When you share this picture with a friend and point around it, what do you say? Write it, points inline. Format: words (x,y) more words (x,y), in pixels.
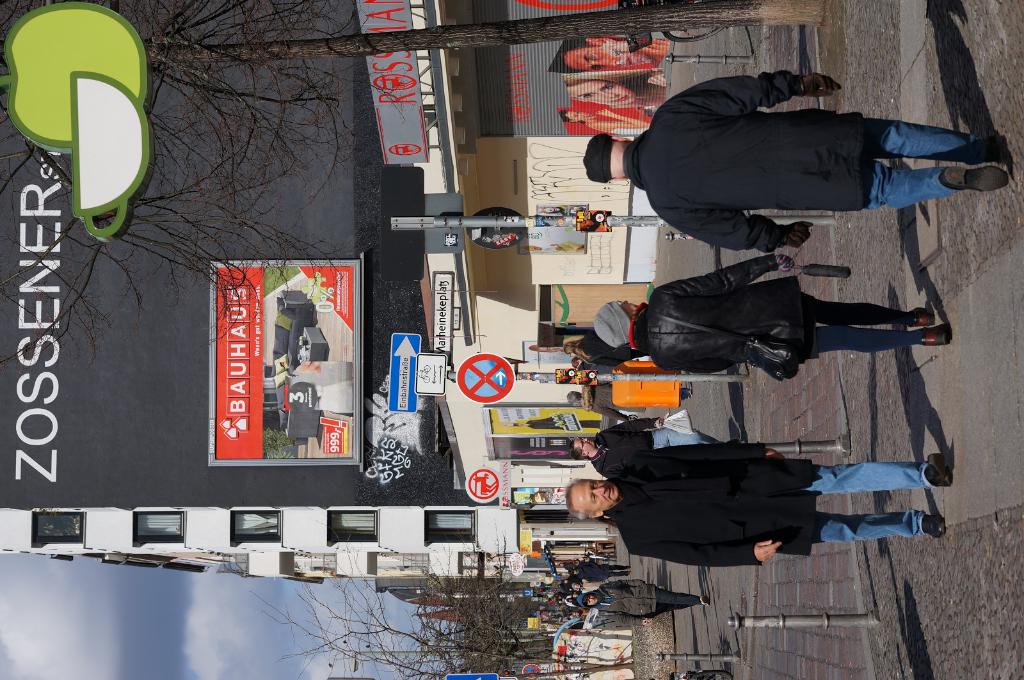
Bottom right side of the image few people (882,149) are walking. Behind them there is fencing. Bottom left side of the image (338,600) there are some trees (446,582). Behind the trees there are some clouds (38,592) and sky (322,611). In the middle of the image (446,293) there are some poles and sign boards (459,208). Top left side of the image (34,190) there are some trees (218,258). Behind the trees (616,17) there are some banners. Behind the banners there are some buildings (465,295).
